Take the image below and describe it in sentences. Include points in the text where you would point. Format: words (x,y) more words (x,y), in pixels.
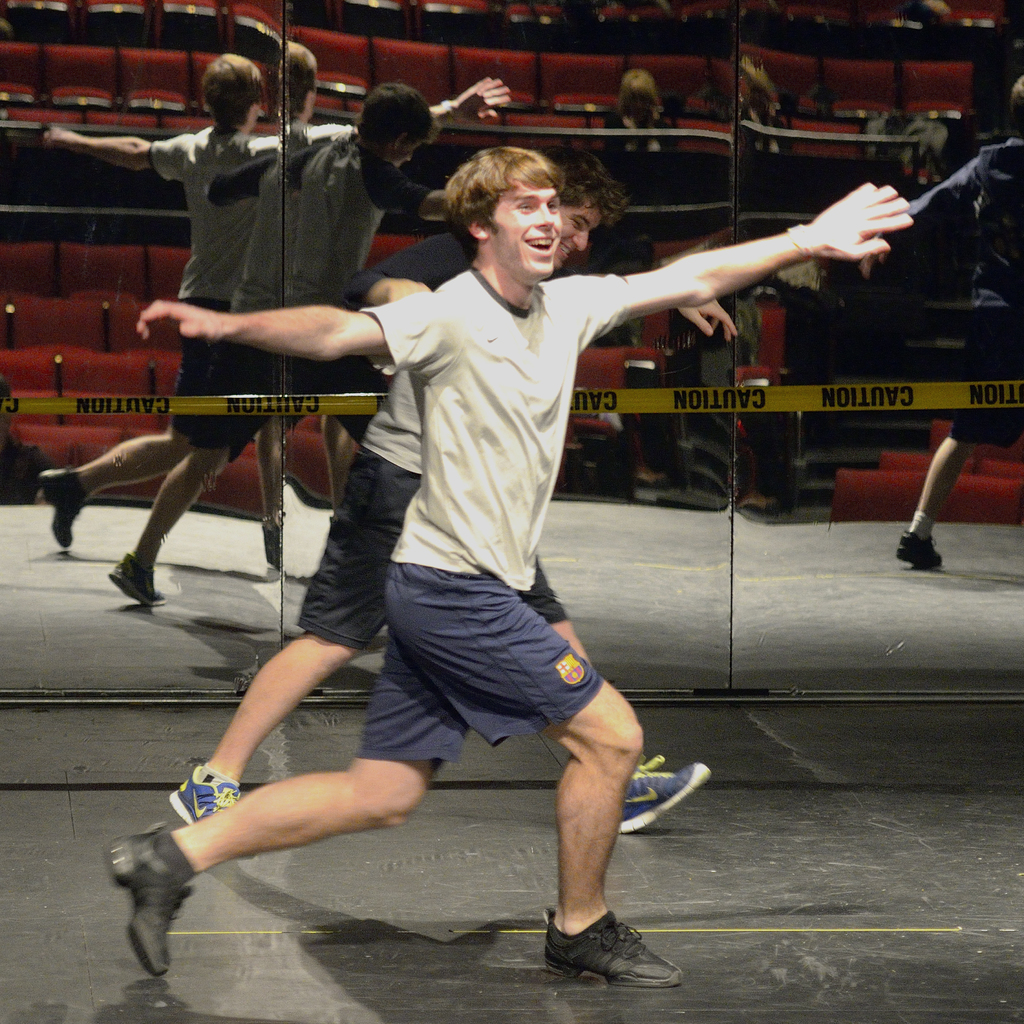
In the middle (522,654) a man (850,202) is dancing, he wore a t-shirt (530,571), short (498,655) and black color shoes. This is the glass mirror (245,296).
